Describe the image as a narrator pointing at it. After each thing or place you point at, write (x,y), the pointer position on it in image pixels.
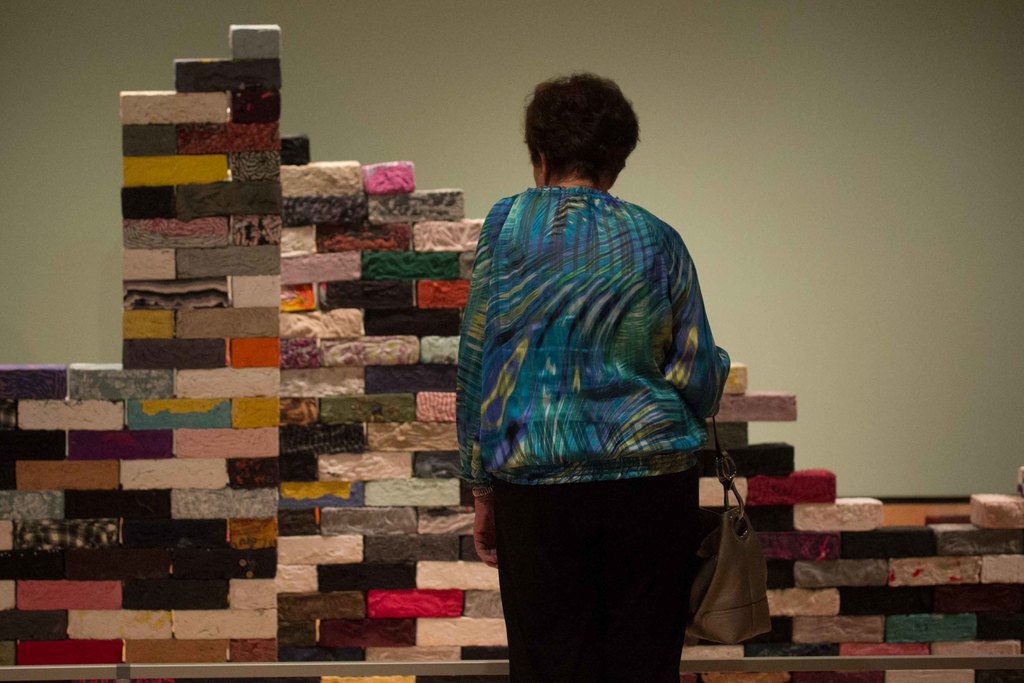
In this image there is a lady (575,409) standing and holding a bag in her hand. In the background (215,259) there are colorful bricks (205,364) arranged in front of the wall (75,72).
